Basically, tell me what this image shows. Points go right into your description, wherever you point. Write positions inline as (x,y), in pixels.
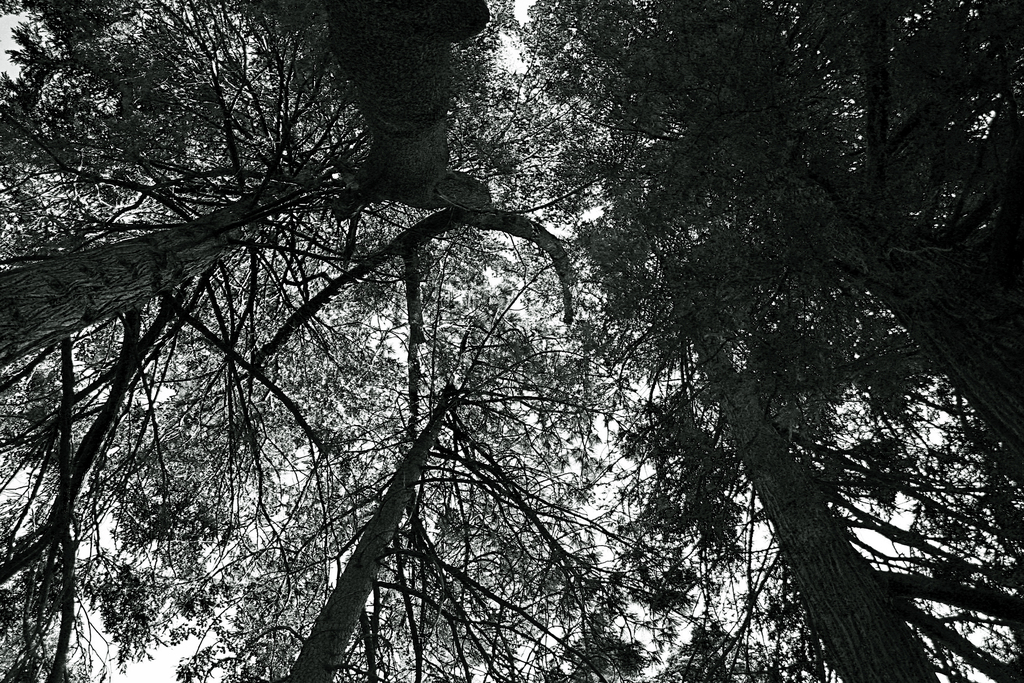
In this image I can see a group of trees (189,379).
